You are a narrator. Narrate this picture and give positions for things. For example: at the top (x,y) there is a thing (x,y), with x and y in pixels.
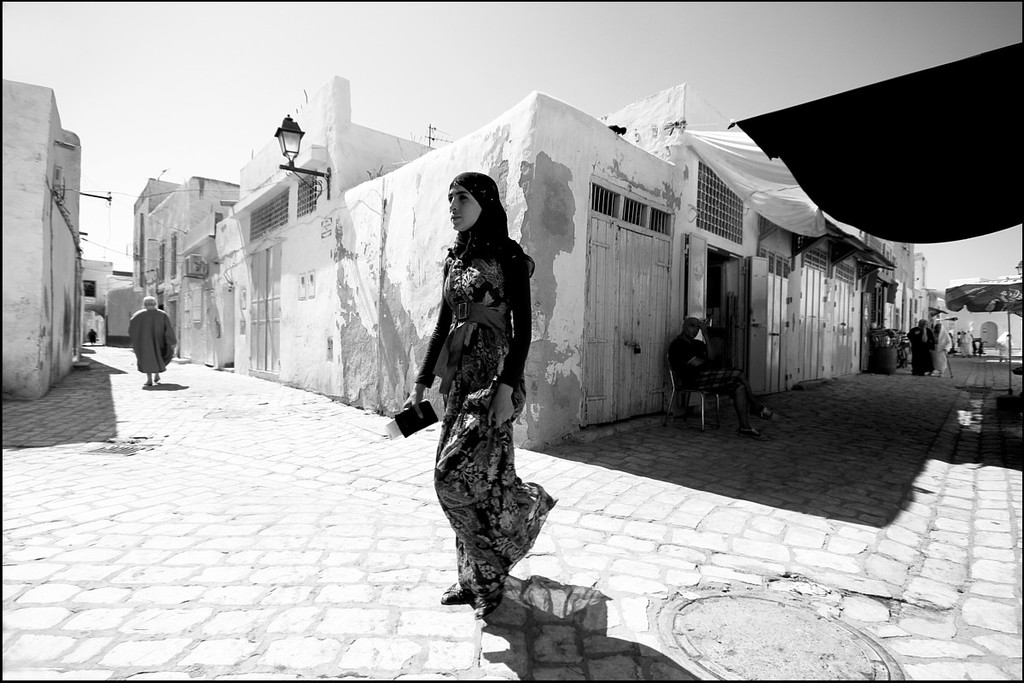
In this picture we can see a woman (480,529) walking on the ground (361,519) and in the background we can see buildings (407,254), people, sky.
